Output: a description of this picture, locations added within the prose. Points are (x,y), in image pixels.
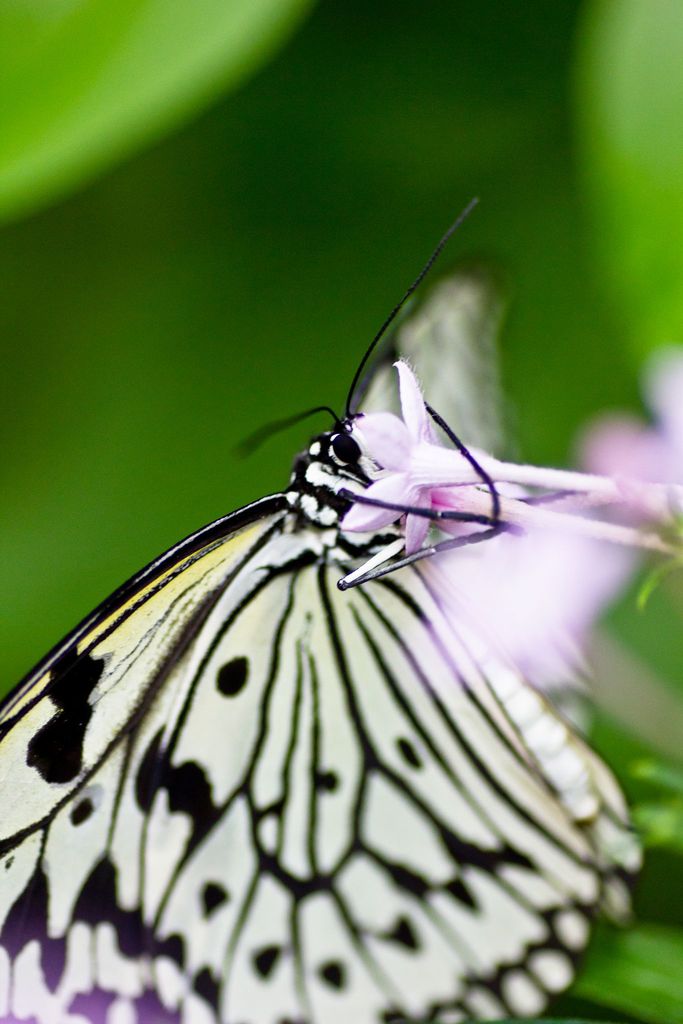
In this image I can see the butterfly (153,808) to the pink color flower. I can see the butterfly (284,584) is in black and yellow color. I can see there is a blurred background (14,399).
